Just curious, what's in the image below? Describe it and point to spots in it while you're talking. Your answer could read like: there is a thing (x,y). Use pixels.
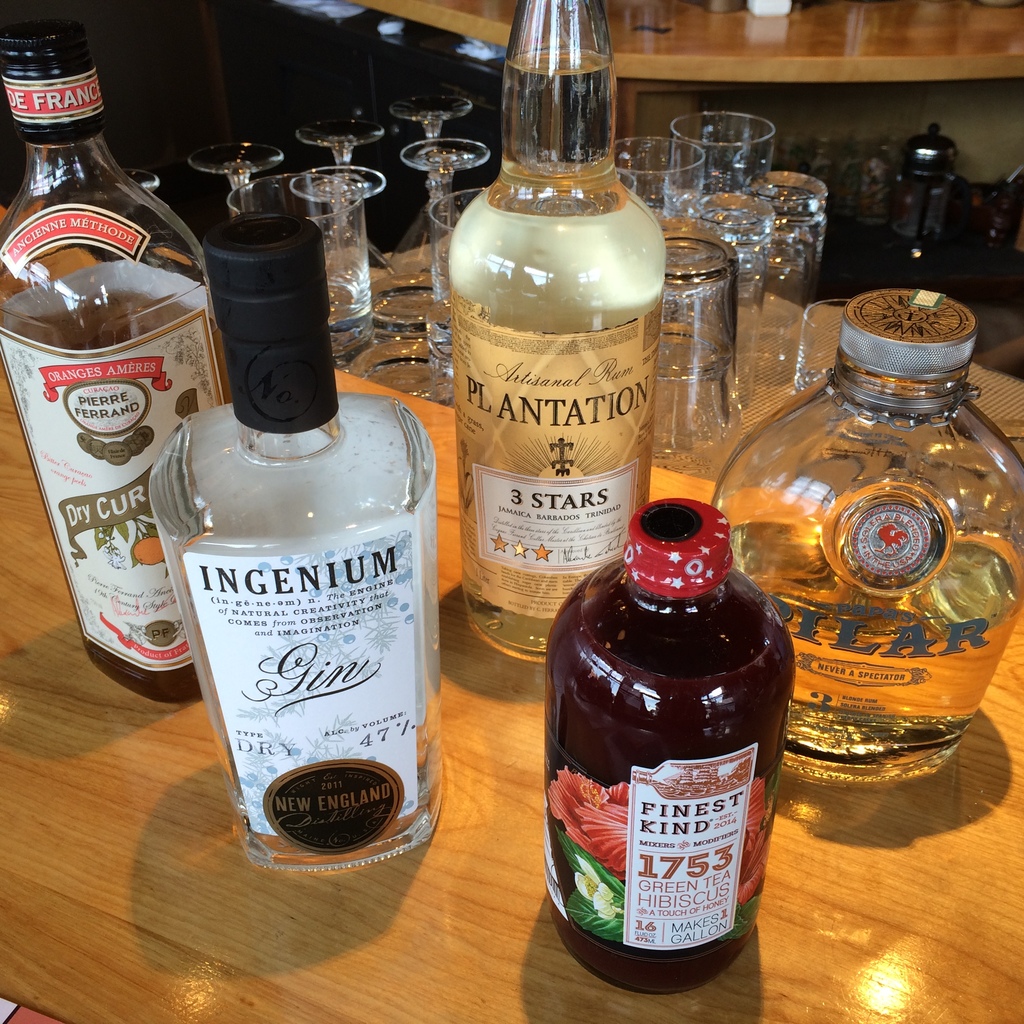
There are different type of bottles (360,406) placed on the table (880,893). Behind them there are some glasses (716,250) here.
